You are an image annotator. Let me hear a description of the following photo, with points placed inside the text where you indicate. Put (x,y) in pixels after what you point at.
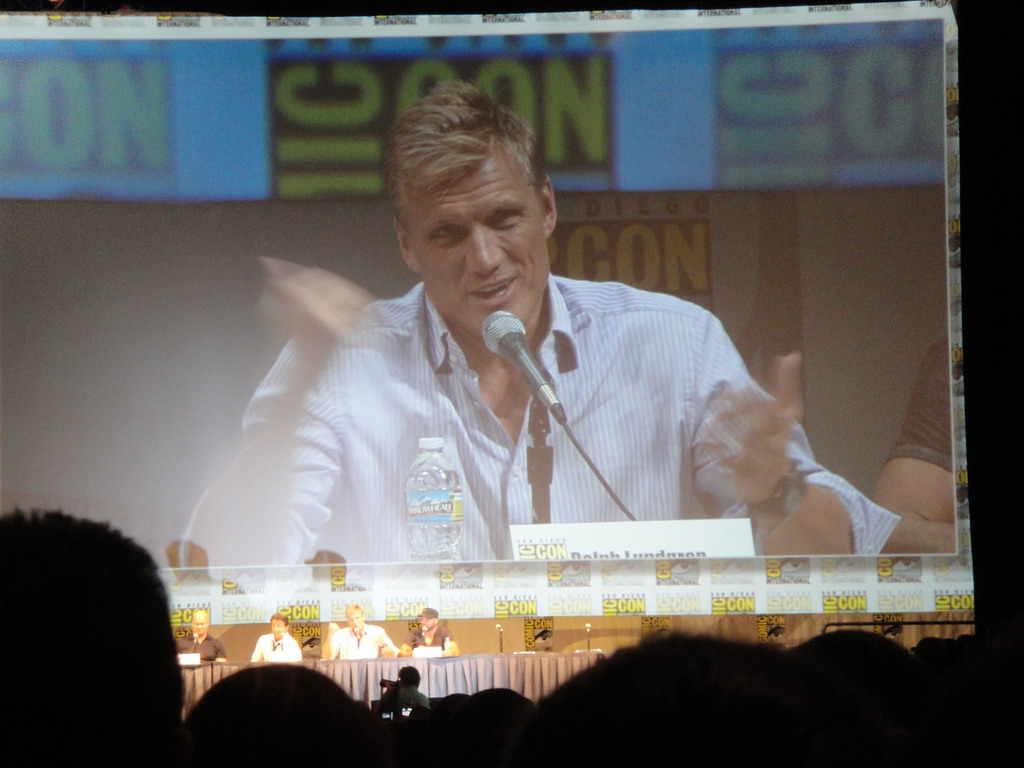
In this picture we can see stage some people (641,449) are sitting and talking, that is displayed on the display board (651,503).
